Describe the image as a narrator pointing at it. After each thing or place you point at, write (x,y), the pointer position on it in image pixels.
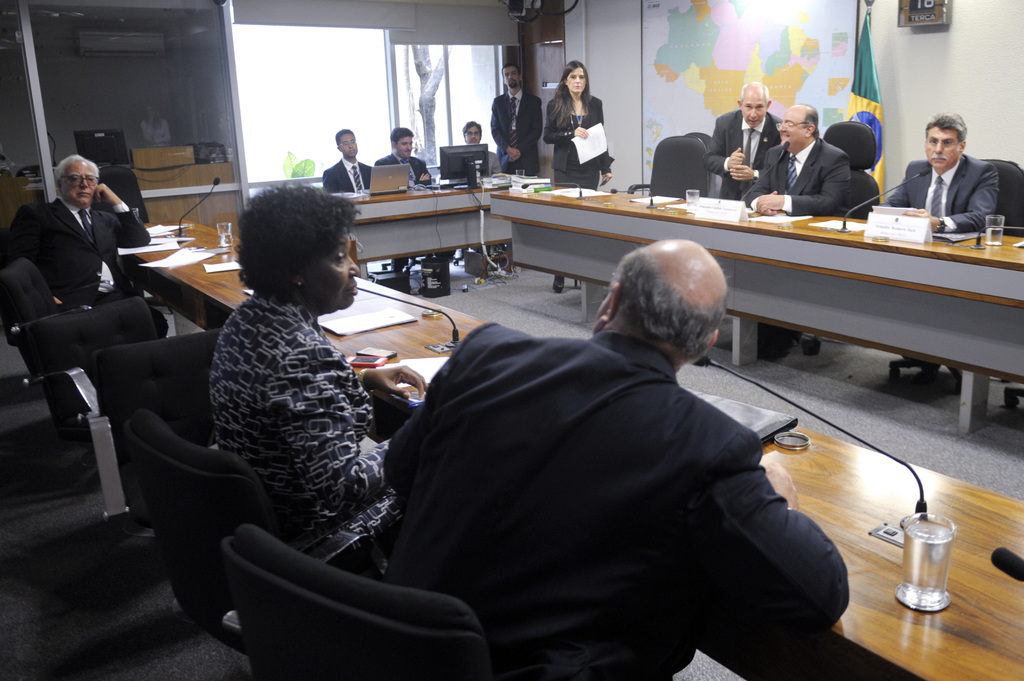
It's looking like meeting hall (81,337). Here few people (366,183) are sitting on the chairs (682,178) around the table (908,480). In the background (946,111) there is a wall (918,66) and one window (349,97). Through that window (305,103) we can see the outside view (302,103). This persons (265,198) are discussing something with each other. On the tables (849,528) microphones (703,365) are fixed.
